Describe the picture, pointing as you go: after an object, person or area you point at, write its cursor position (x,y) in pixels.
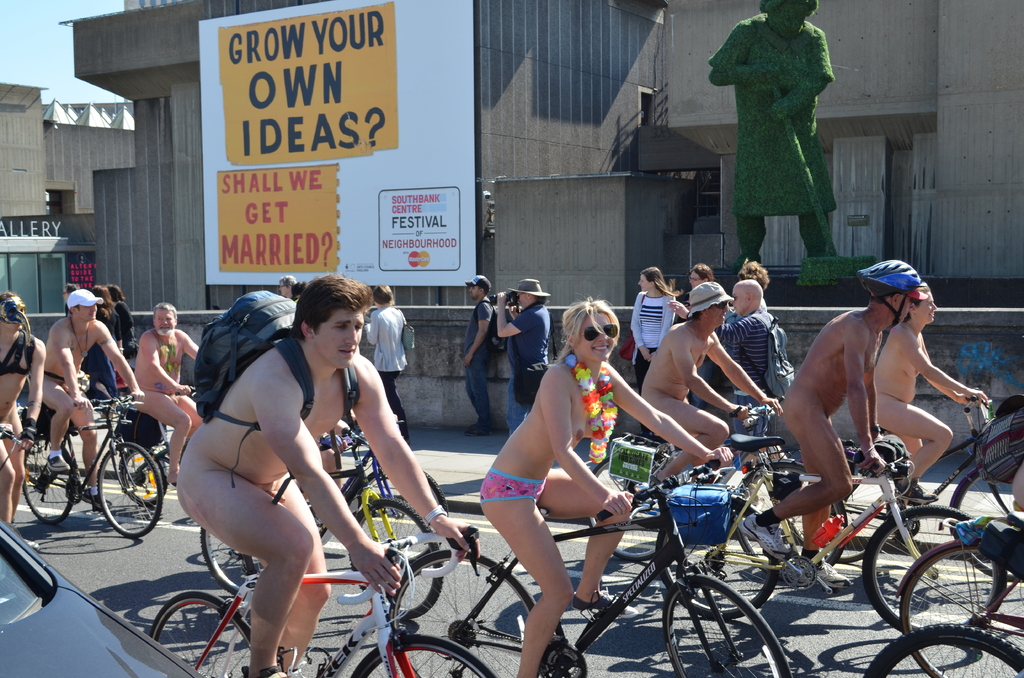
In this image we can see group of people (523,440) riding a bicycle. At the background (392,155) we can see a statue (817,238) and a board (377,152) and the person (521,349) is holding a camera (518,299). The man (264,419) is wearing a backpack (231,344).
